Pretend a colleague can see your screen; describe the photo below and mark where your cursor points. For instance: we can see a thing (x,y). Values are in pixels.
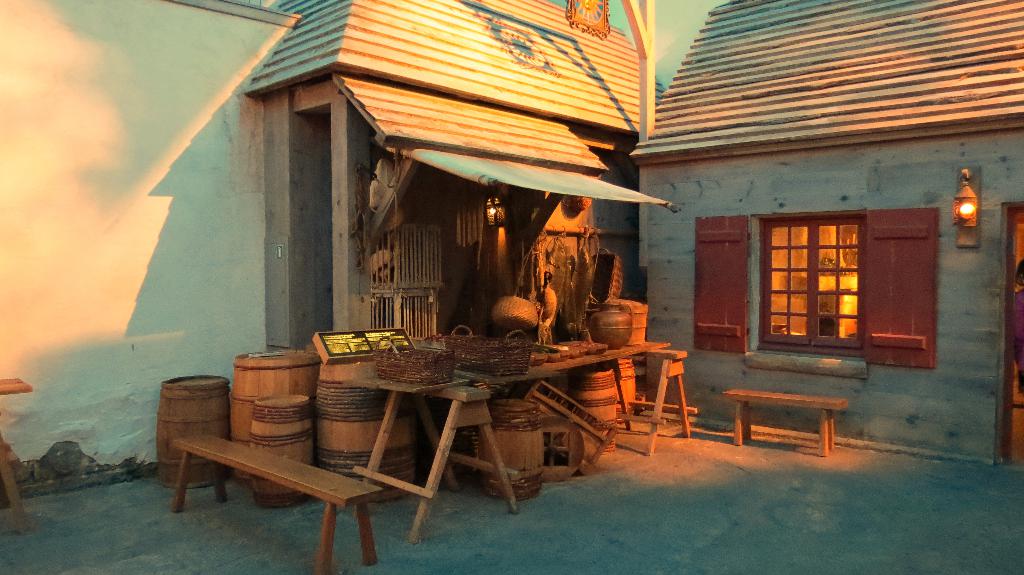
In this image I can see few tables (489,432). On the table (411,386) I can see the baskets (429,380) and some objects (569,355). To the side there are many barrels (387,448) and the benches (733,397). In the background (672,310) I can see the house (483,173) and I can also see the window (802,295) and the light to the wall (649,285).
